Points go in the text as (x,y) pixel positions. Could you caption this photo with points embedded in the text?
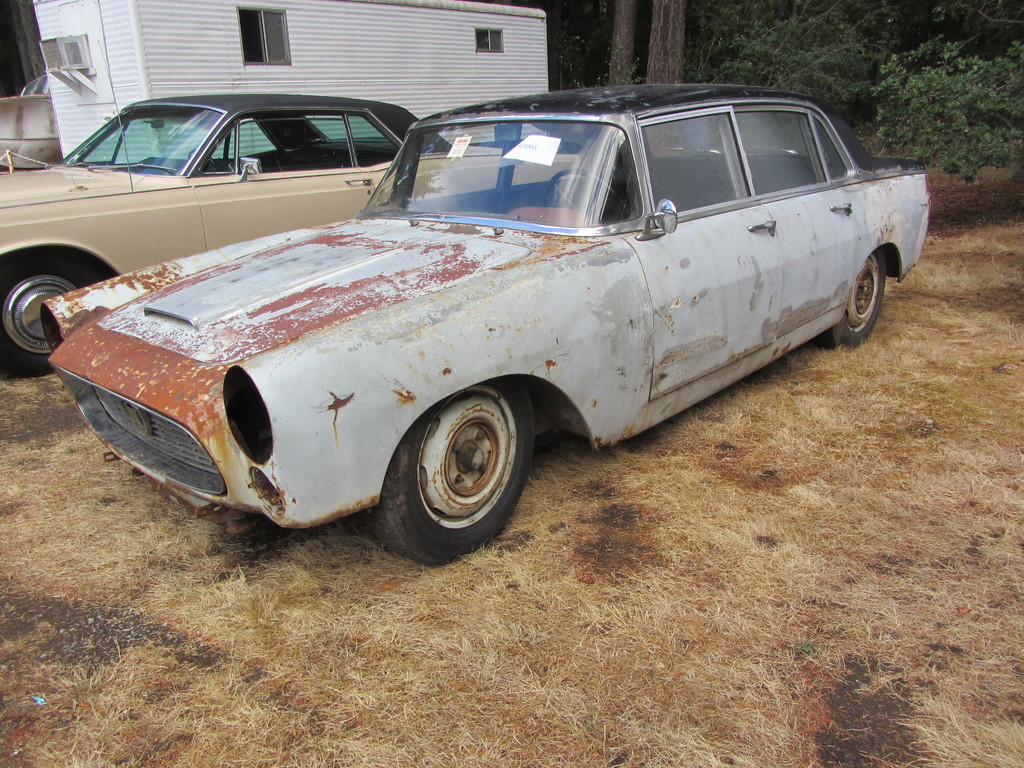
In this picture we can see two cars (415,391) on a dry grass (308,613). There is a house (440,35) and few plants (568,79) in the background (62,94).
